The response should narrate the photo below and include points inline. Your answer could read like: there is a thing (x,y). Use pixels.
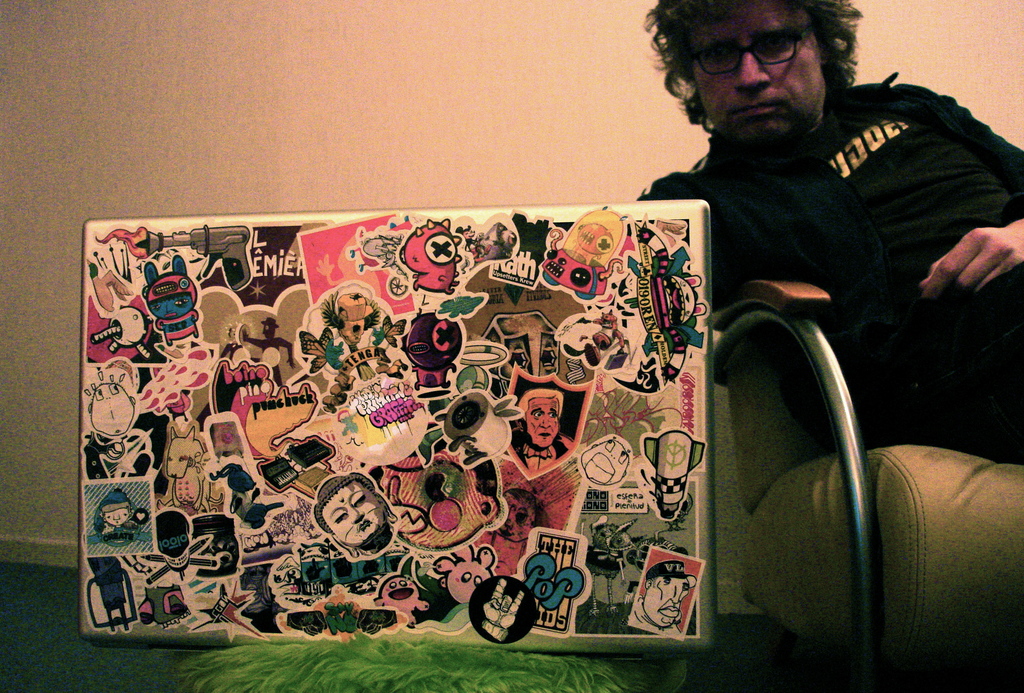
This picture shows a man (888,323) seated on the chair (758,414) and we see a board (220,434) with some cartoons (248,442) on it and we see a blanket (326,692) and a wall (479,61). Man (755,72) wore spectacles (714,66) on his face (822,84) and he wore a black jacket (887,82).
